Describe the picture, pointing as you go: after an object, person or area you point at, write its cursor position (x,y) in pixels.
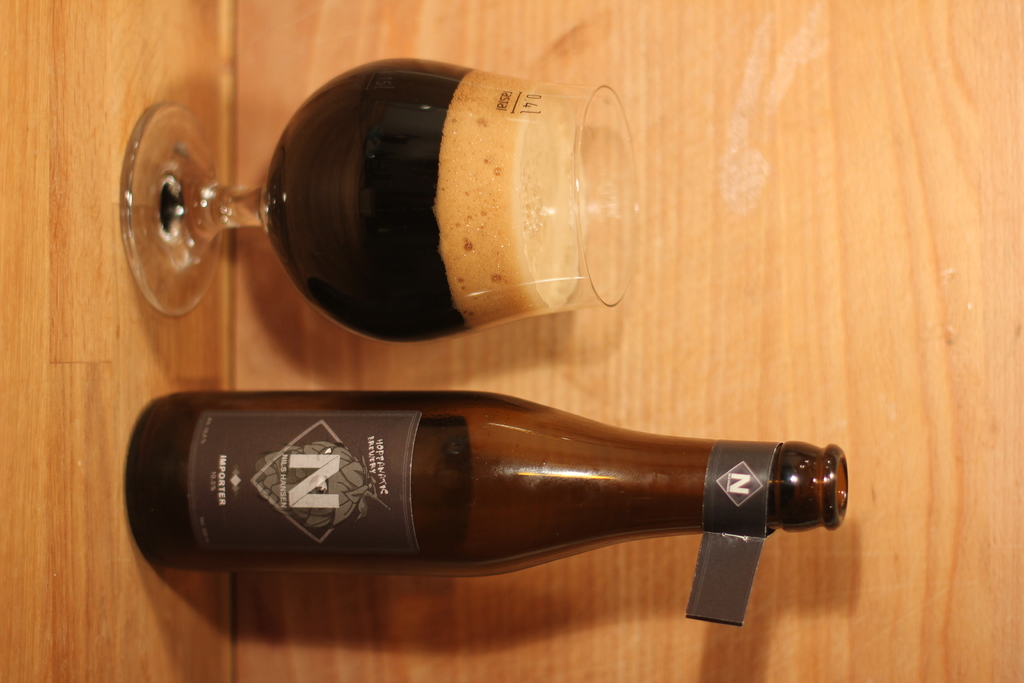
In this picture we can see a glass (192,227) with drink (298,252) in it, beside this glass (391,275) we can see a bottle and these all are placed on a platform (221,317).
